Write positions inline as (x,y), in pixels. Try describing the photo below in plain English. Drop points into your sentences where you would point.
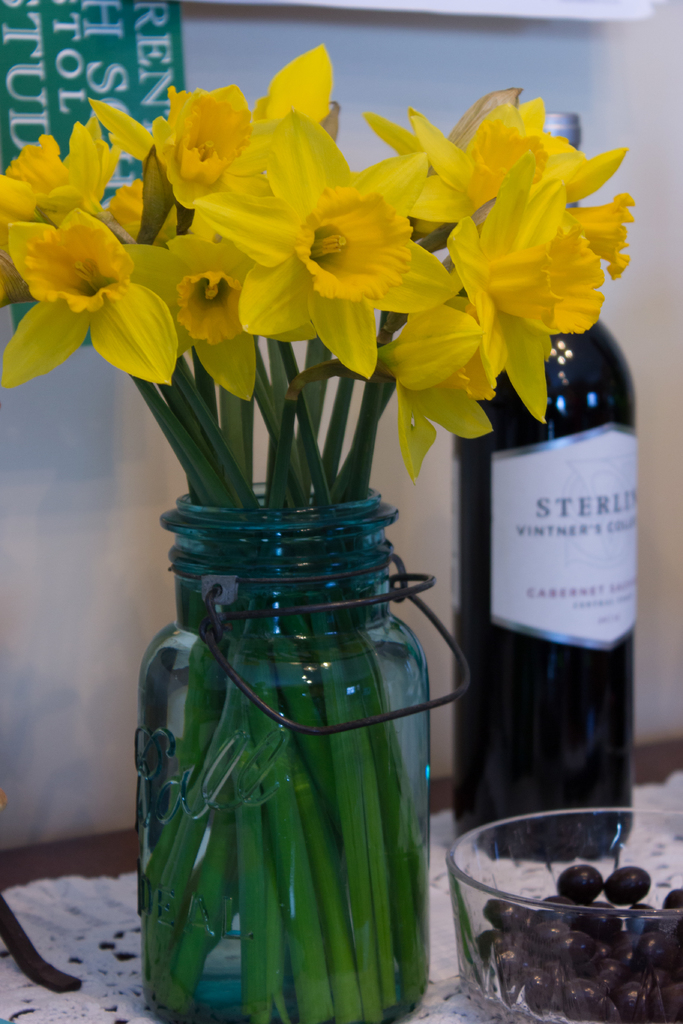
At the bottom of the image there is a table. There is a bottle (535,768), a bowl (538,909) and a flower vase (316,823) placed on the table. There is a cloth (434,950) on the table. In the background (401,79) there is a wall (430,76).
